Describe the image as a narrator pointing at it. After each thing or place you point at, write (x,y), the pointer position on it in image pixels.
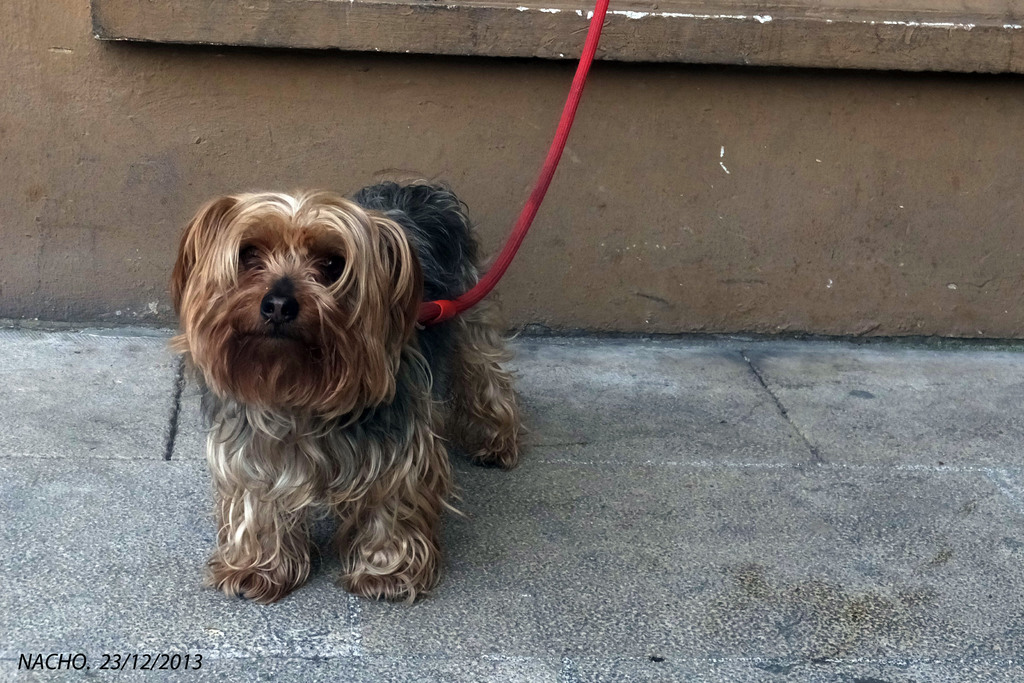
In this image I can see a dog (294,522) which is in cream, black and white color and I can also see a rope (522,220) in red color. Background (860,288) the wall (728,182) is in brown color.
